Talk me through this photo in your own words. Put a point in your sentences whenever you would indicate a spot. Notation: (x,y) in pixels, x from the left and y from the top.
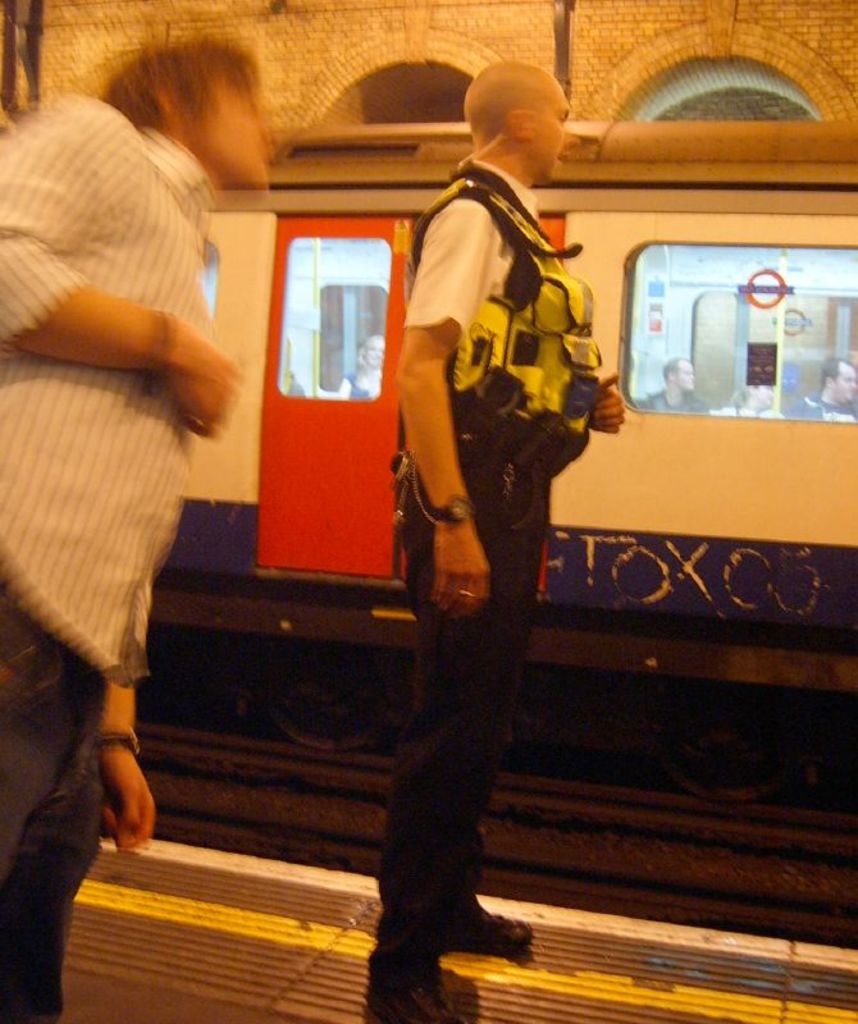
In this image in the middle (494,420), there is a man (494,218), he wears a shirt (482,229), trouser (484,695), shoes (481,938) and vest (547,353). On the left (148,413) there is a man (124,280), he wears a striped shirt (117,435), trouser (75,718), he is standing. At the bottom (230,968) there is a platform (481,971). In the background (832,190), there is a train (578,222), inside that there are some people (814,405) and there is a wall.
